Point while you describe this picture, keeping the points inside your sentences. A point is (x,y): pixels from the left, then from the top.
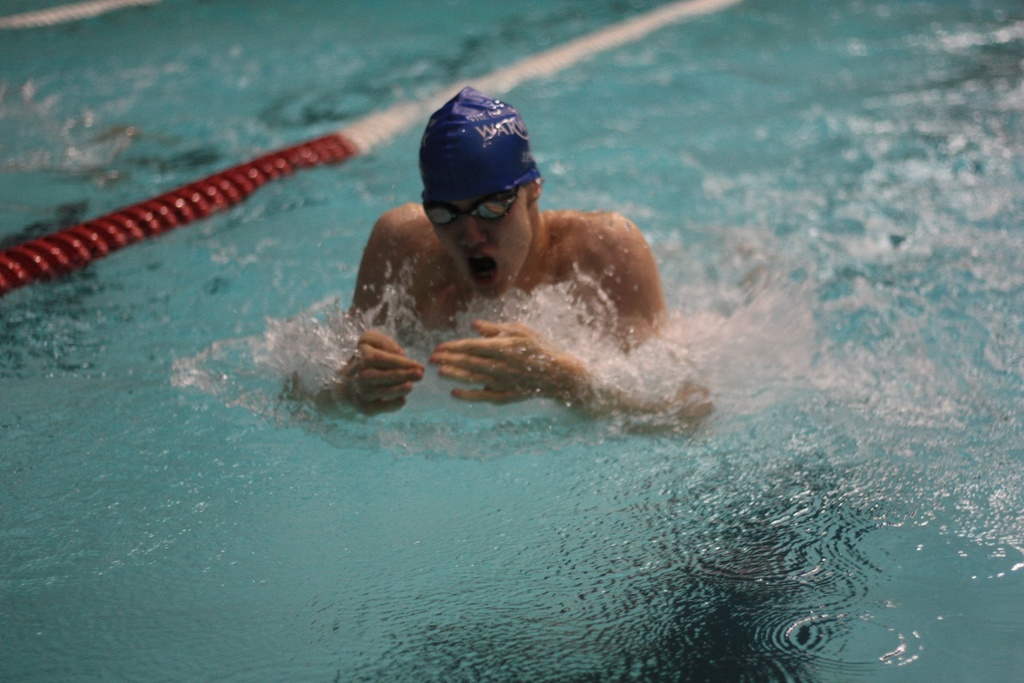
In this image we can see a man (623,324) in the swimming pool (760,246) and one red and white color pipe (305,159) is there.
